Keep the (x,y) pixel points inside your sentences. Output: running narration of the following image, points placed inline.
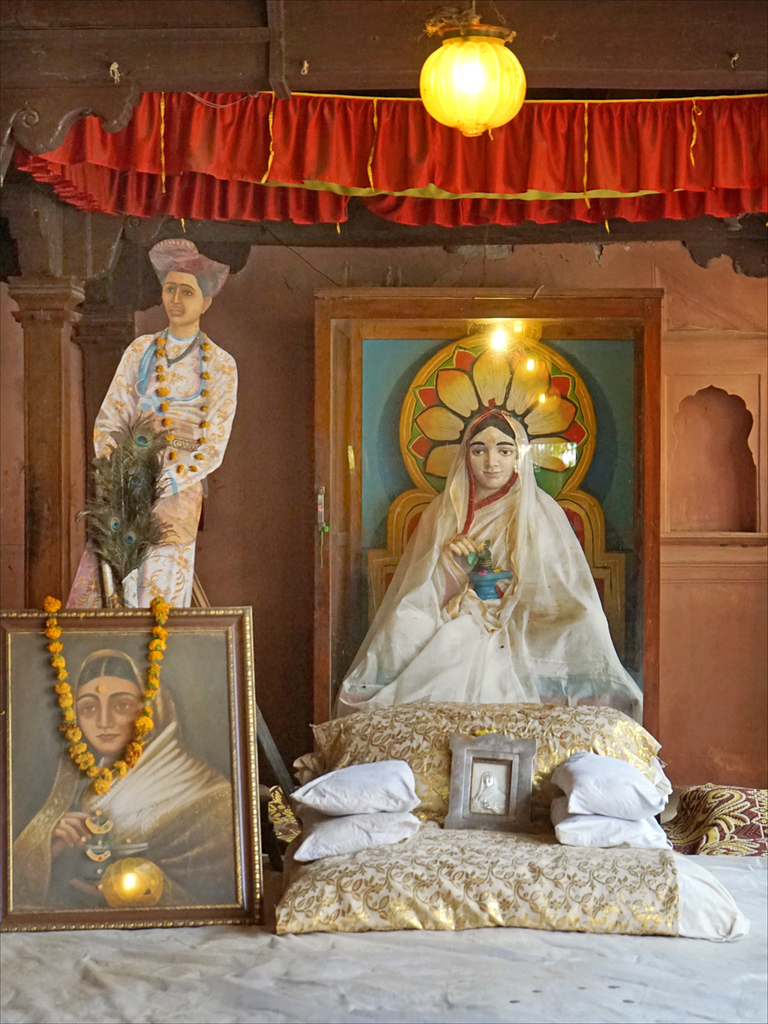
In the center of the image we can see one bed (481,991). On the bed (446,835), we can see pillows (371,852), photo frames (94,655), flower garland (140,721), sculpture (464,694) and a few other objects (113,461). In the background (712,626) there is a wooden wall (704,281), light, curtains (748,162), poles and a few other objects (123,458).
